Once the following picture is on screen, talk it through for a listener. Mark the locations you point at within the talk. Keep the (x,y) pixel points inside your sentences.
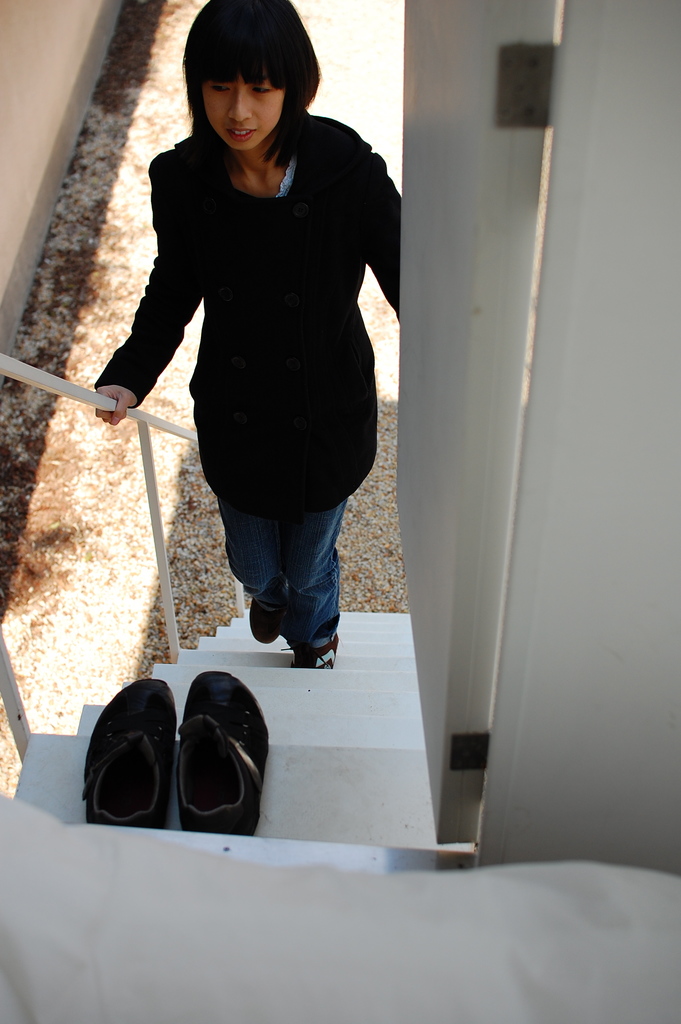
In the center of the image (338,441) we can see a lady (335,455) climbing the stairs (349,722). There are shoes (187,788) placed on the stairs (308,733). On the right (609,716) there is a door (612,131). In the background (38,70) there is a wall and we can see a railing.
